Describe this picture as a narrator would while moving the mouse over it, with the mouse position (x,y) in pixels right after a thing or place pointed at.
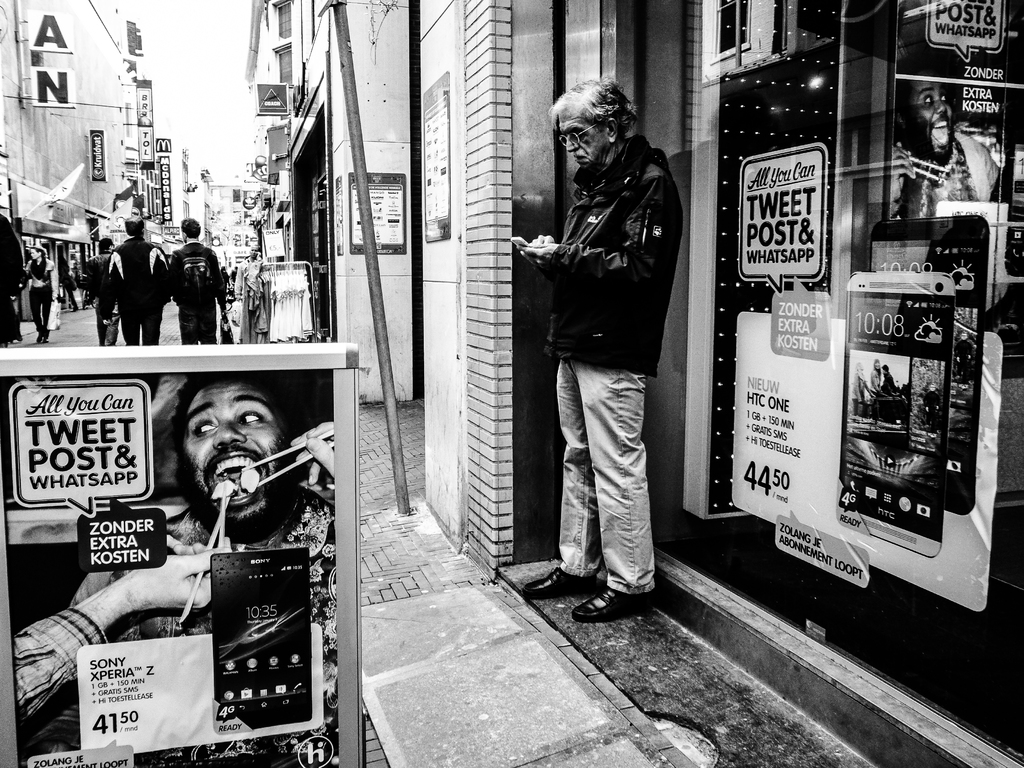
This is a black and white image. On the right side (900,148) there is a glass (996,287) to which few posters (802,222) are attached. Beside this glass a man (579,285) is standing, holding an object (532,245) in the hands (545,242) and looking at the object (520,242). On the left side (260,674), I can see a board (256,562) which is placed on the ground (378,745). On the board (191,529) I can see an image (138,605) of a person (258,457) and some text (122,556). In the background (153,307) there are few people (163,294) walking on the road (84,315) and I can see many buildings (314,134).
